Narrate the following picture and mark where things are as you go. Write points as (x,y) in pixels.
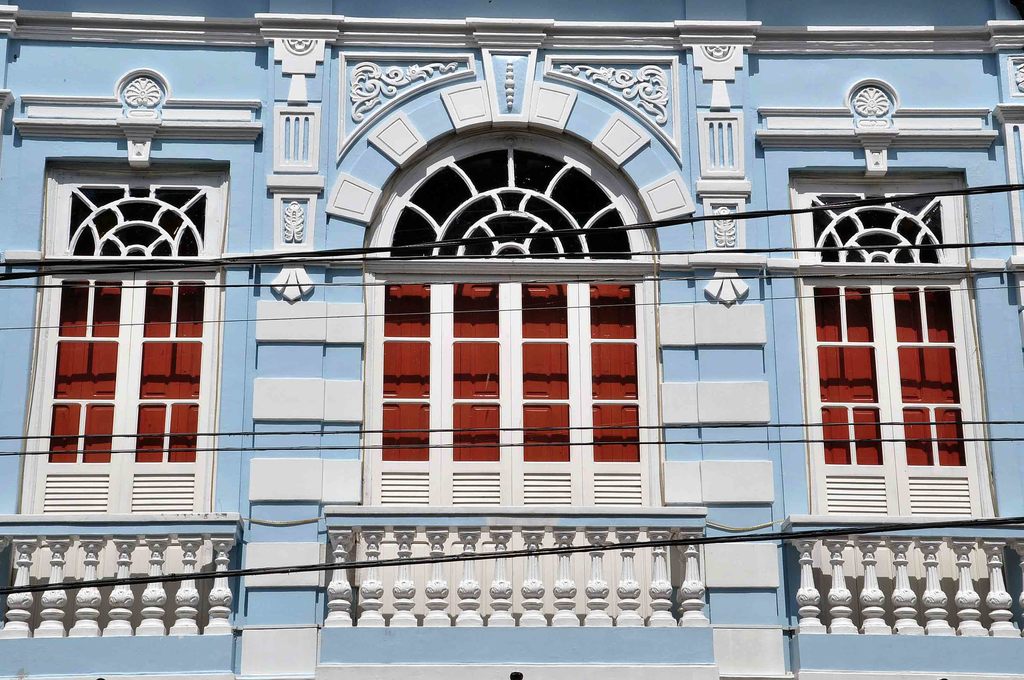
In this image I can see the building (543,186), windows (160,471), railing (460,535) and few wires (807,276).
